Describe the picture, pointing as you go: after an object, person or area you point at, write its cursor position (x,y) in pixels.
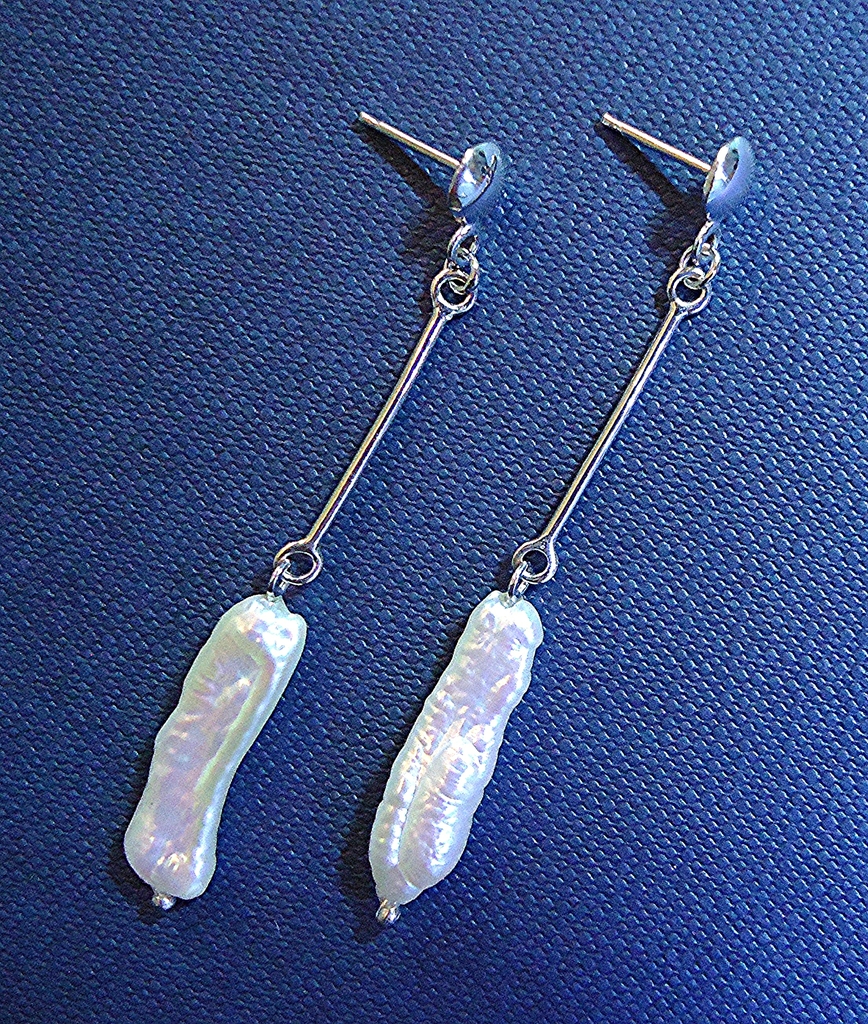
In this picture we can see earrings (468,643), we can see blue color background (205,277).
